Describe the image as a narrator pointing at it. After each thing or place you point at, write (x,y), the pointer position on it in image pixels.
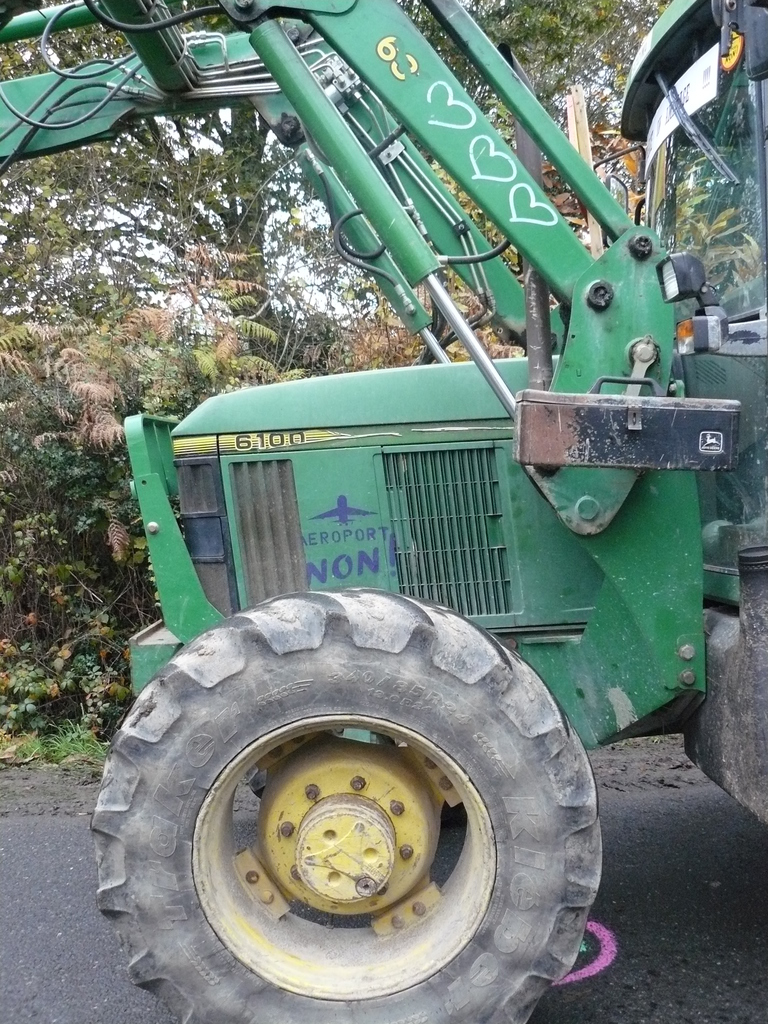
In this picture we can see a vehicle (391,424) on the road (52,996). There are few trees (133,400) in the background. We can see a glass (738,240) on right side (728,249).
